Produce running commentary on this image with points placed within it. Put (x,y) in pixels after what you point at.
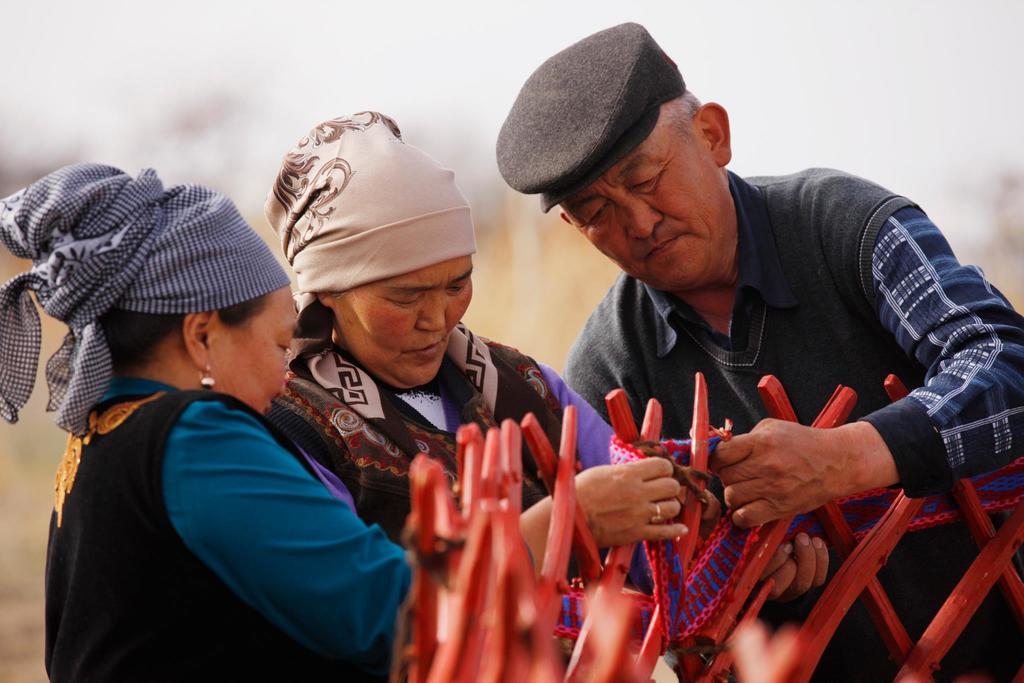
In this image we can see a man (756,322) and two women (434,381) and we can also see the persons (660,461) holding the woolen cloth (720,544) and tying to the wooden sticks (688,517) and the background (203,129) is blurred.
